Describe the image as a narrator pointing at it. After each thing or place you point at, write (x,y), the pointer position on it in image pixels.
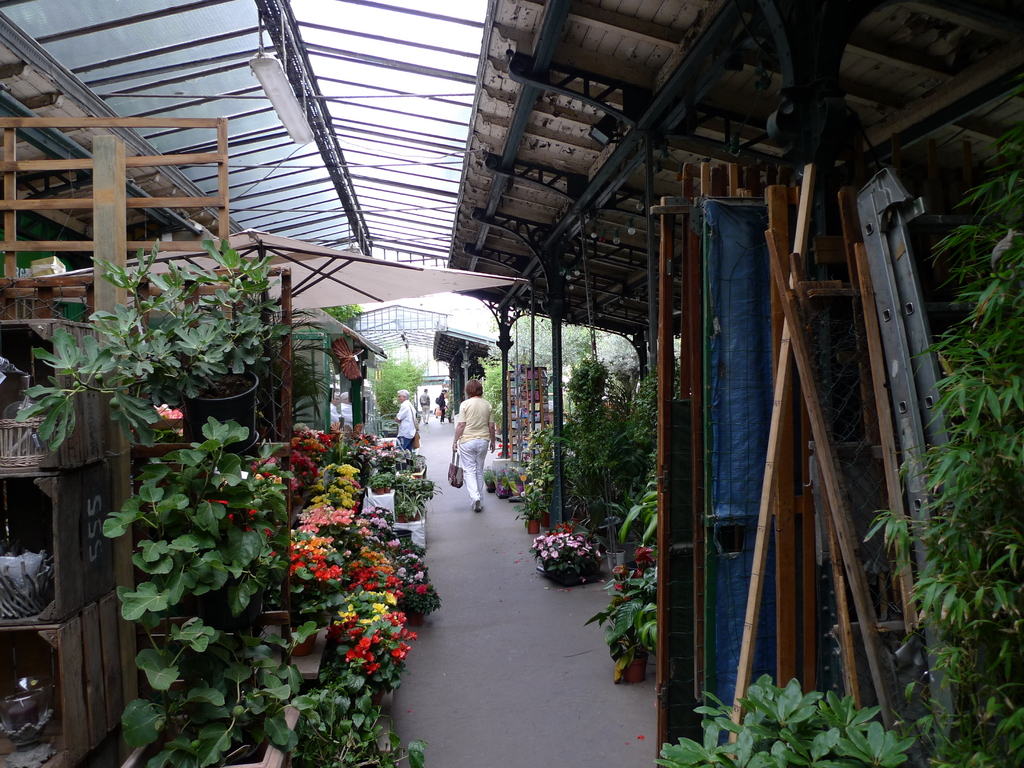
On the left side (178,370), there are pot plants (353,449) arranged. Some of them are having flowers (324,540). On the right side (780,716), there are plants (589,521). In the middle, there is a road (525,541) on which, there are persons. Above this road (491,727), there is roof (564,226). In the background (535,350), there are persons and there are trees (550,338).
